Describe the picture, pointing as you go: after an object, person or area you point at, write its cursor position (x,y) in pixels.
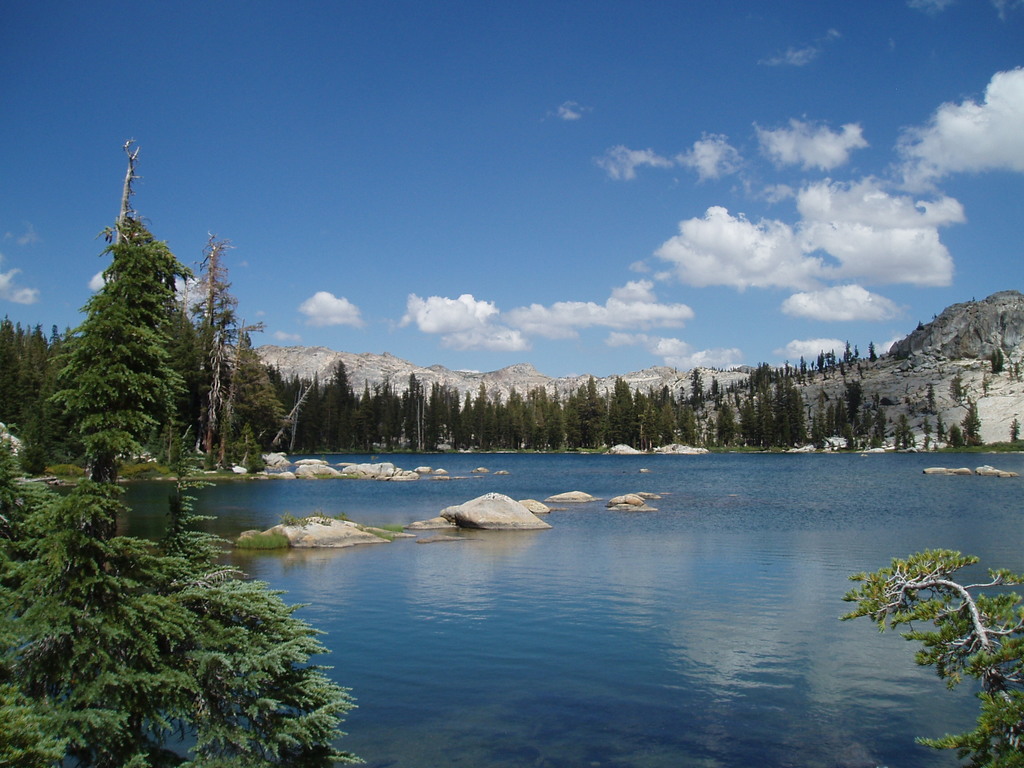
In this image we can see some rocks (625,449), trees (59,370), mountains (519,386) and other objects (967,449). At the top of the image (335,137) there is the sky (479,125). At the bottom of the image (642,697) there is water (646,690). On the left (183,658) and right side of the image (985,642) there is a tree (873,576).
